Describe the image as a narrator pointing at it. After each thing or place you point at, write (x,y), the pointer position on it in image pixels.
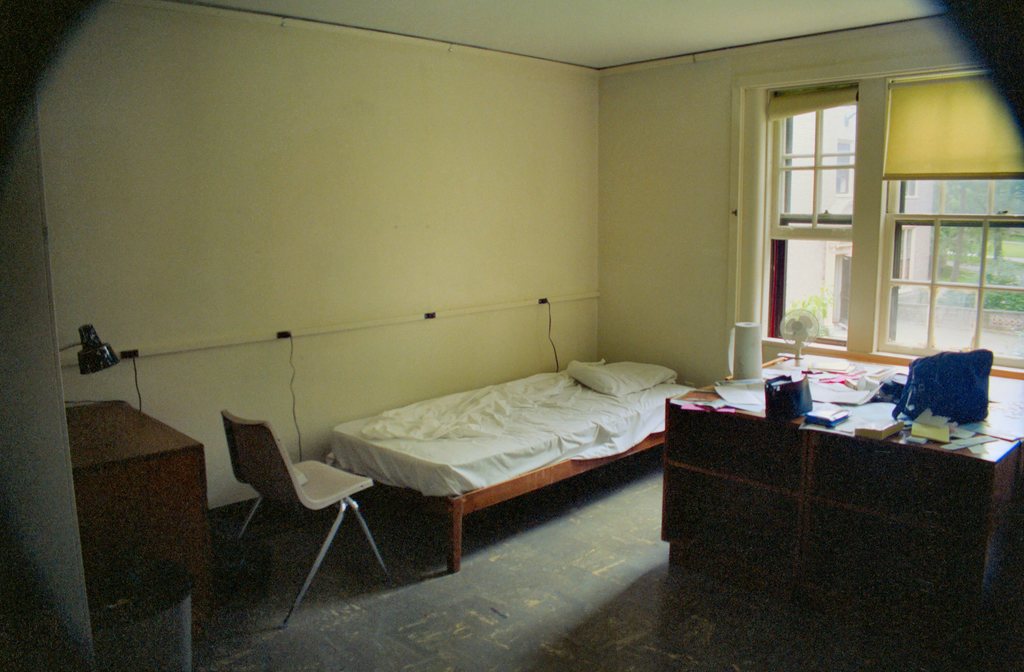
In this picture I can see there is a bed (579,424) with a pillow (653,374) and there is a chair (268,486), a table (850,474) and there is a wall (65,618) and there is a window (859,285) here and in the backdrop (827,292) I can see there are some plants (1000,249).
